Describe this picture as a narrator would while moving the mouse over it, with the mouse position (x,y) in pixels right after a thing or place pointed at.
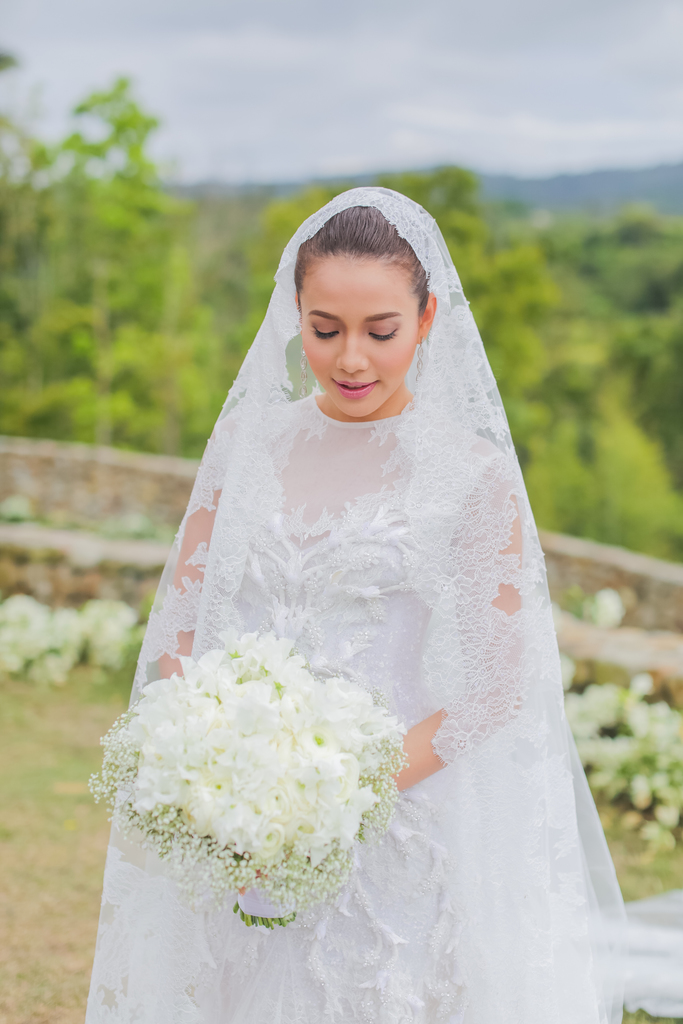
In this picture I can see a woman (360,477) in front (290,538) who is wearing white color dress (353,489) and I see that she is holding a bouquet (205,751) in her hands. In the background (122,166) I see the trees (528,333) and I see the sky (335,60) on the top of this image (362,74).
